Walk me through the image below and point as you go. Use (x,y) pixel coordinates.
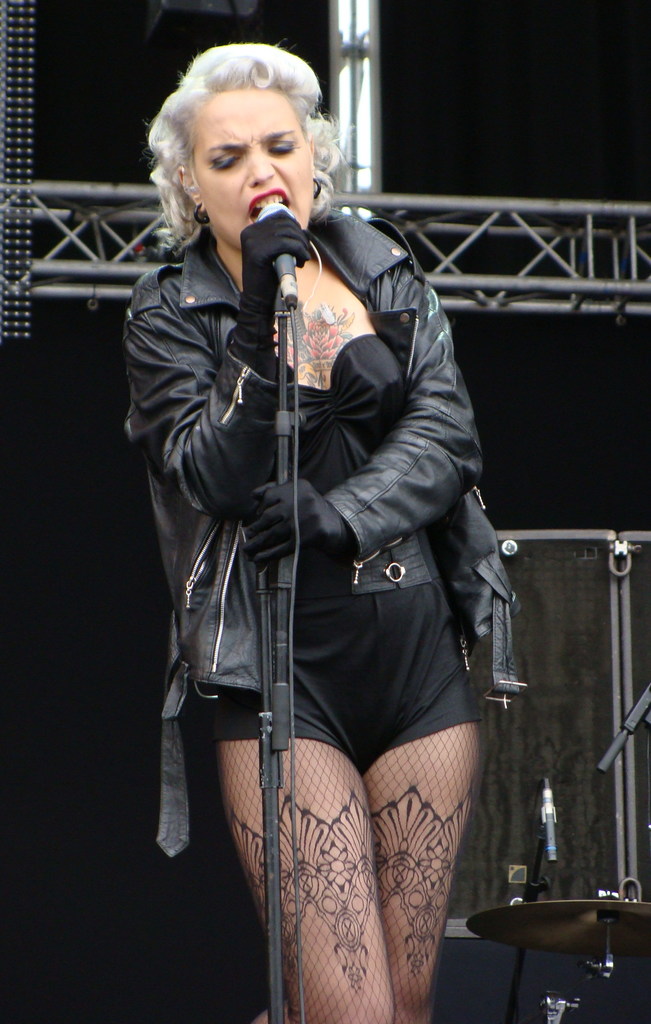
This woman (421,544) in black jacket (236,411) holds a mic (296,284) and sings. This are rod (562,263). This is a mic holder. This are musical instruments (573,939).
